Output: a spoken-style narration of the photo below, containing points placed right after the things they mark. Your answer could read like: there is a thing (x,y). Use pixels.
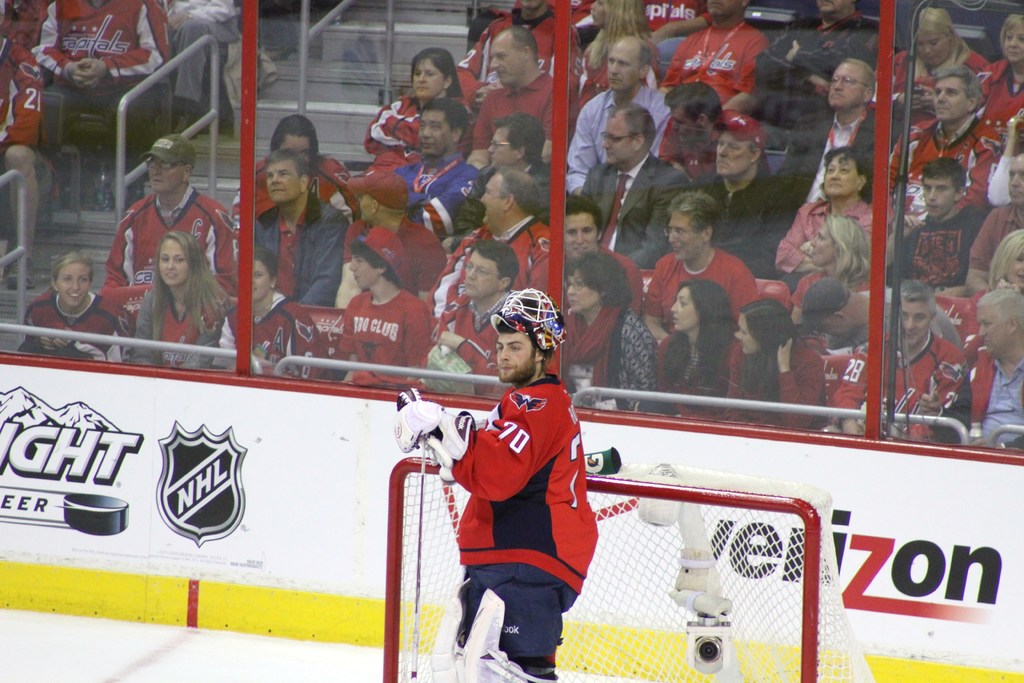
In the picture we can see a man (530,615) standing with a sportswear (554,622) and a helmet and he is standing near the rod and a net (588,609) to it and behind it, we can see a wall (16,386) with some advertisements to it and on top of it, we can see a fencing wall (85,185) with some poles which are red in color and behind it we can see people (196,278) sitting on chairs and some are wearing a red color T-shirts (157,248) and beside them we can see the steps (282,74) and railing (53,337).
